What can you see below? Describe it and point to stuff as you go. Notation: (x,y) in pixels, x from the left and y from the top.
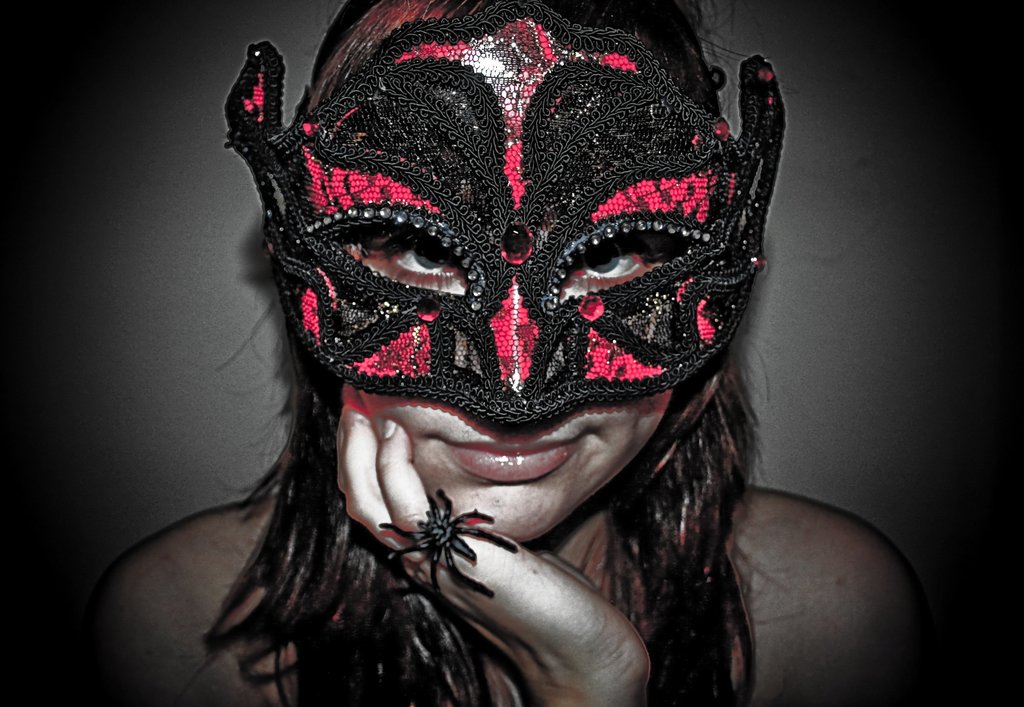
In the center of the image (441,259) we can see a lady (699,655) is wearing a mask (534,380) and ring (456,533). In the background of the image (19,456) we can see the wall (13,593).
